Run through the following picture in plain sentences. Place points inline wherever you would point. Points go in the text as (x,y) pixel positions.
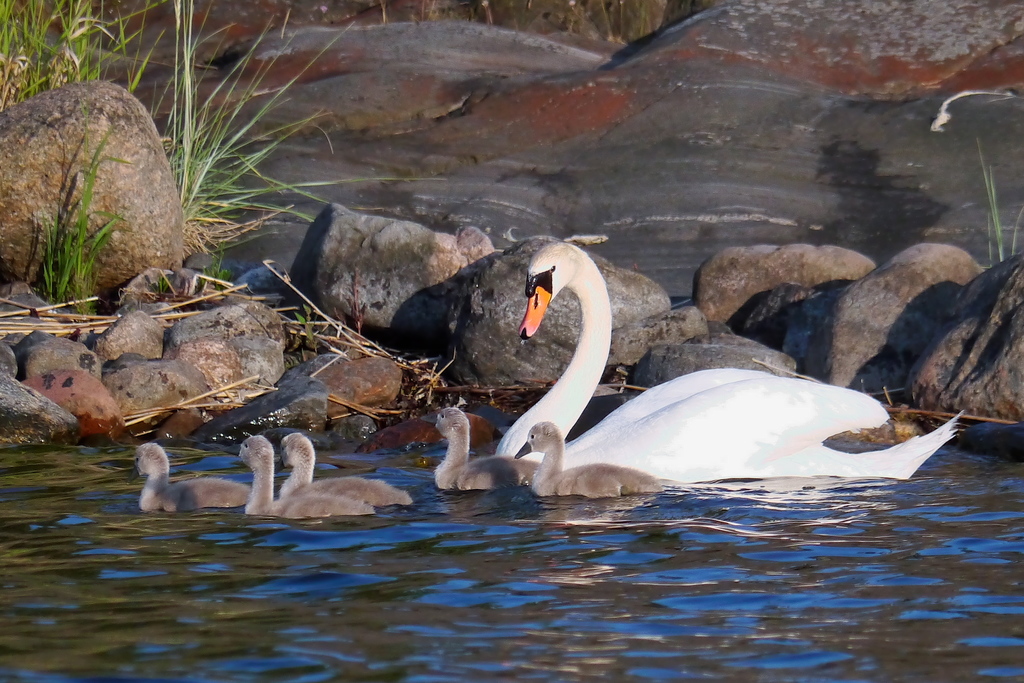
In this picture there are swans (528,433) on the water (385,622). At the back (534,118) there are rocks (484,252) and plants (59,260).
